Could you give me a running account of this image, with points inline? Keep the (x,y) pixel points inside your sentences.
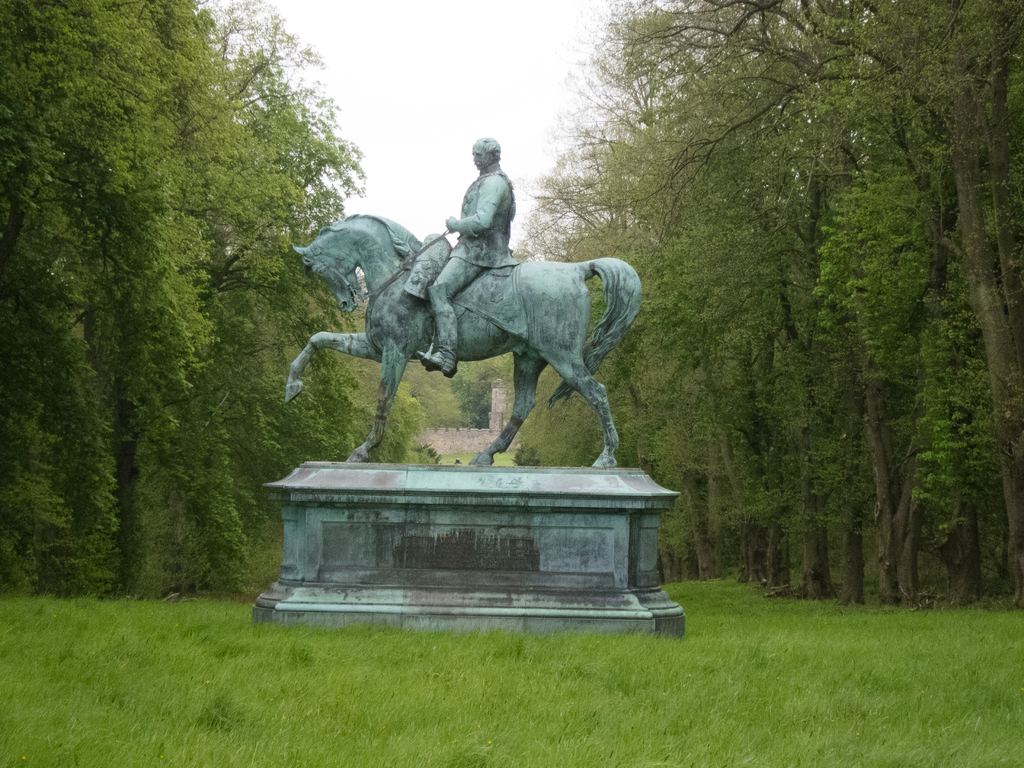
In the center of the image (563,293) we can see a statue (570,304). We can also see some grass (689,646), a group of trees (691,506), a wall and the sky (516,150) which looks cloudy.
